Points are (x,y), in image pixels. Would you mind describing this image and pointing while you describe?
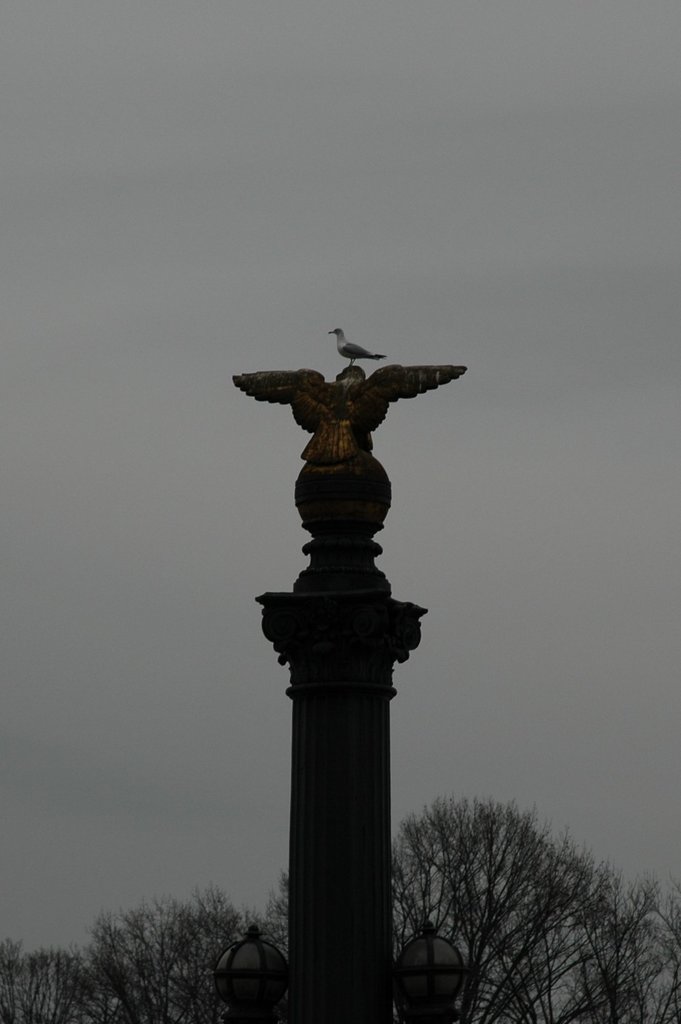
In the middle of this image (351,356), there is a bird (360,357) on the head (357,370) of a bird statue (349,396), which is on a pole (360,759). In the background (247,929), there are trees (550,981) and there are clouds (271,288) in the sky (88,253).
